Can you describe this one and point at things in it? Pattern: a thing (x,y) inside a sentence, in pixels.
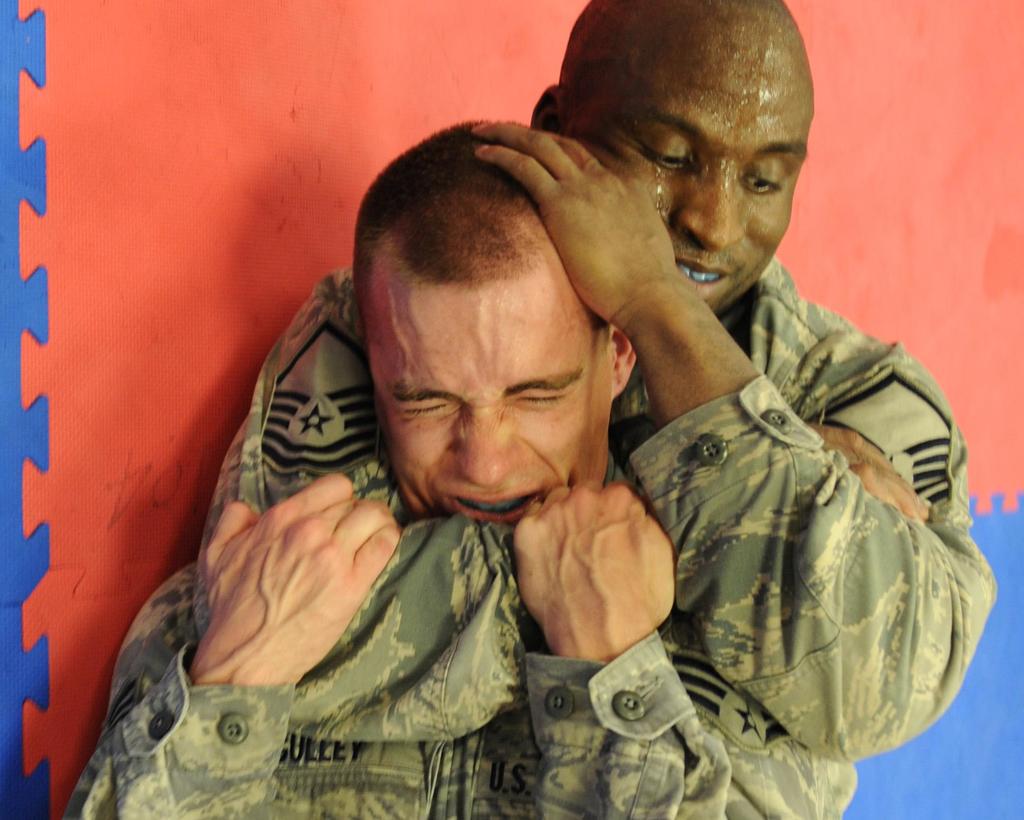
Here in this picture we can see two men (541,441) present over there and we can see the person (650,195) in the back (650,105) is trying to choke the person (466,224) in the front (400,274), as we can see the position of his arms (364,635) locked in choking position over there and the person (520,528) in the front (308,569) is trying to escape from the choke over there.
